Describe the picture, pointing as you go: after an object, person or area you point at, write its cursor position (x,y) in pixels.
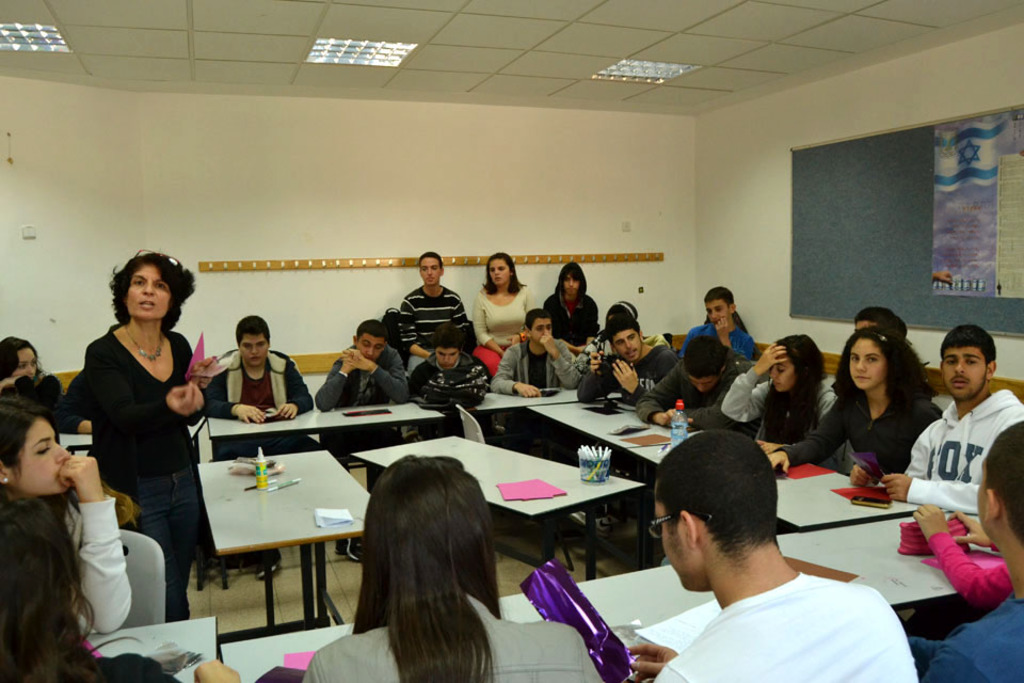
In this picture there are group of people (351,382) sitting in chairs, and some group of people (171,466) standing and there is a table (315,537) there are papers (542,487), stand (588,448), bottle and in back ground (986,317) we have a board (883,290).
